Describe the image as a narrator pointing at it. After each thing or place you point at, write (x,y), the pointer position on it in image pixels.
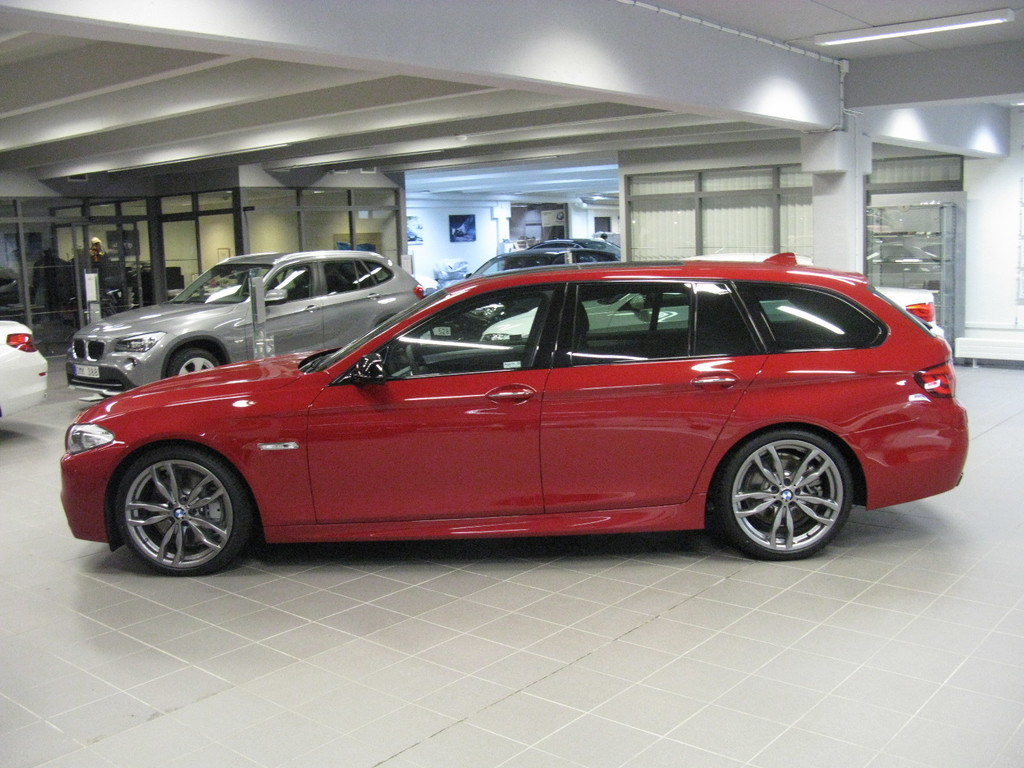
In this image I can see many colorful vehicles (302,490) are inside the building (198,592). In the background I can see many boards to the wall (438,216).
